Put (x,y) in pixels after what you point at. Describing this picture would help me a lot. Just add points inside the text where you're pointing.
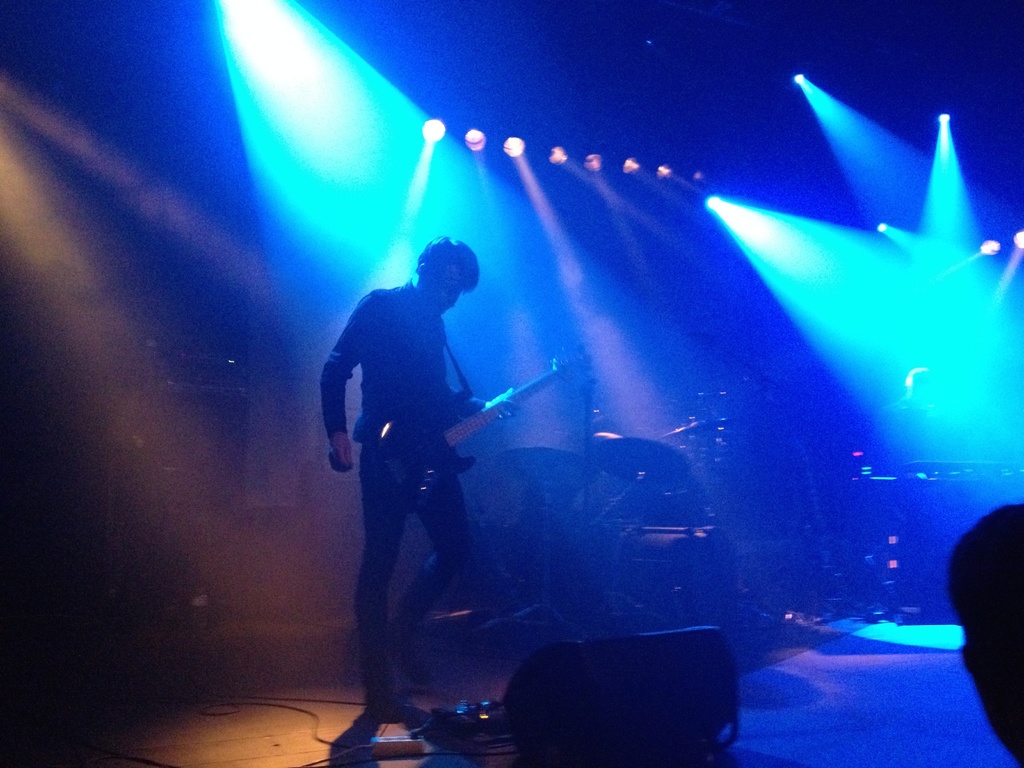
This is a picture of a band (390,353) performing live. In the center of the picture (406,372) there is a person (373,521) playing guitar (455,458), beside him there are drums (660,478). On the right (910,487) there is a person (929,441) playing keyboard (966,473). On the left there are cables (320,700). At the top (281,28) there are focus light (410,197).
